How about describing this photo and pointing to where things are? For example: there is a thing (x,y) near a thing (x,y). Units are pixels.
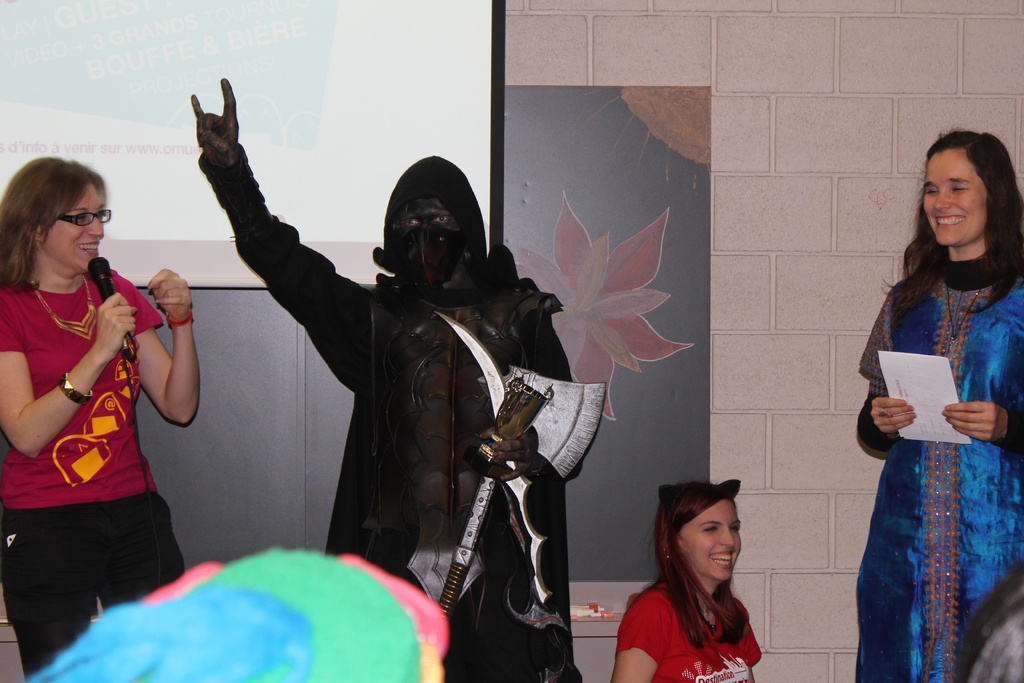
Here we can see four persons (979,316). She is talking on the mike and they are smiling. Here we can see a person (419,451) in a fancy dress (452,500) and he is holding weapons (551,444) and a trophy (510,436) with his hand (511,448). In the background (761,116) we can see a wall (750,413), frame (578,312), and a screen (415,142).
